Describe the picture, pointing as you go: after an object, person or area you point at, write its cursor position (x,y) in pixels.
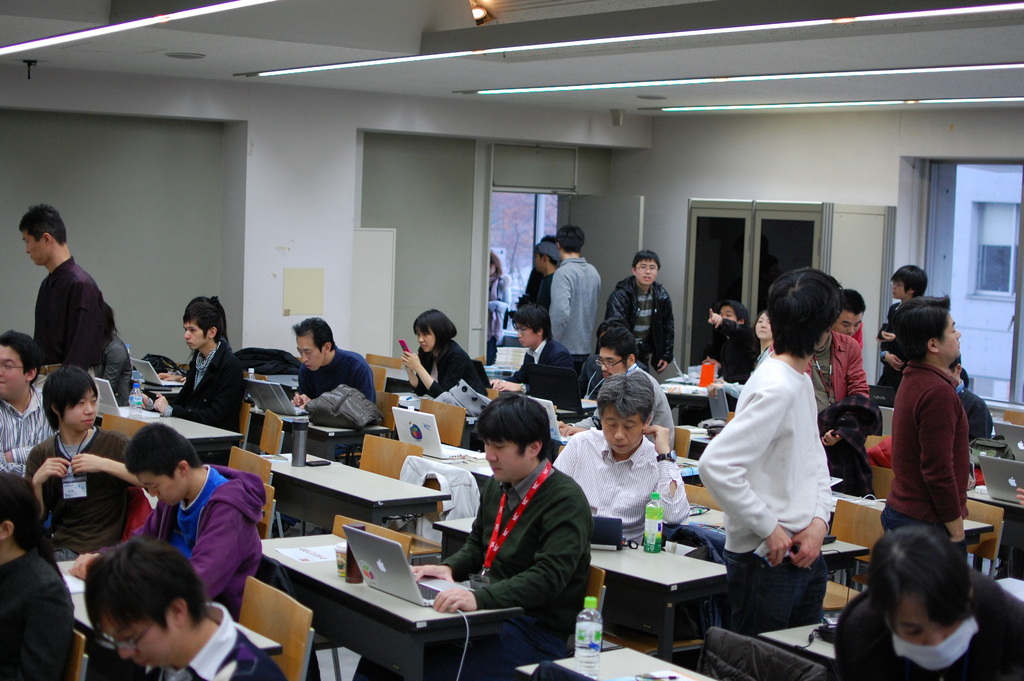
In this image there are people (454,372), chairs (299,612), tables (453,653), windows (512,229), wall (324,292), lights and objects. On the tables (74,600) there are bottles (649,517), laptops (598,530) and things (341,570). Few people (495,655) are sitting on chairs (271,440).
